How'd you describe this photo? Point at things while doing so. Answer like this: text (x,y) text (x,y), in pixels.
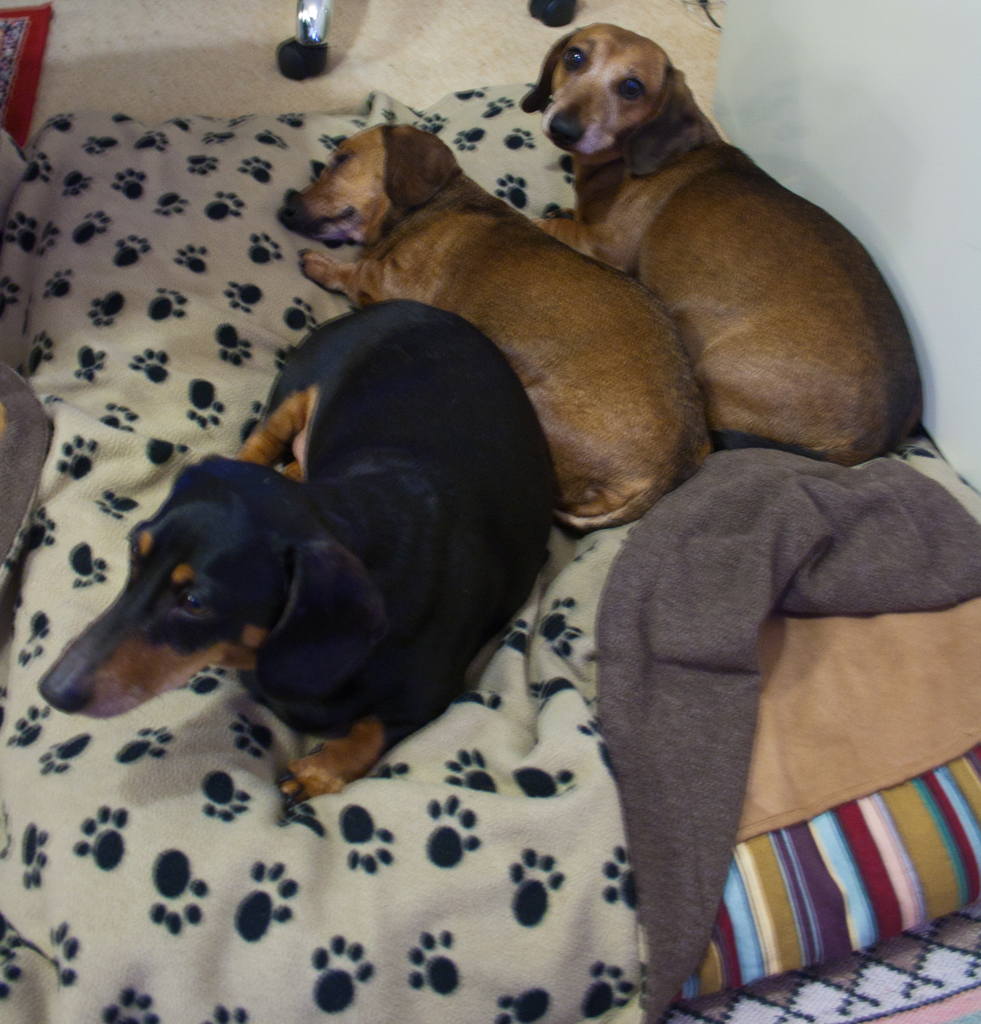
In this image, we can see dogs (466,548) on the bed (508,829).
